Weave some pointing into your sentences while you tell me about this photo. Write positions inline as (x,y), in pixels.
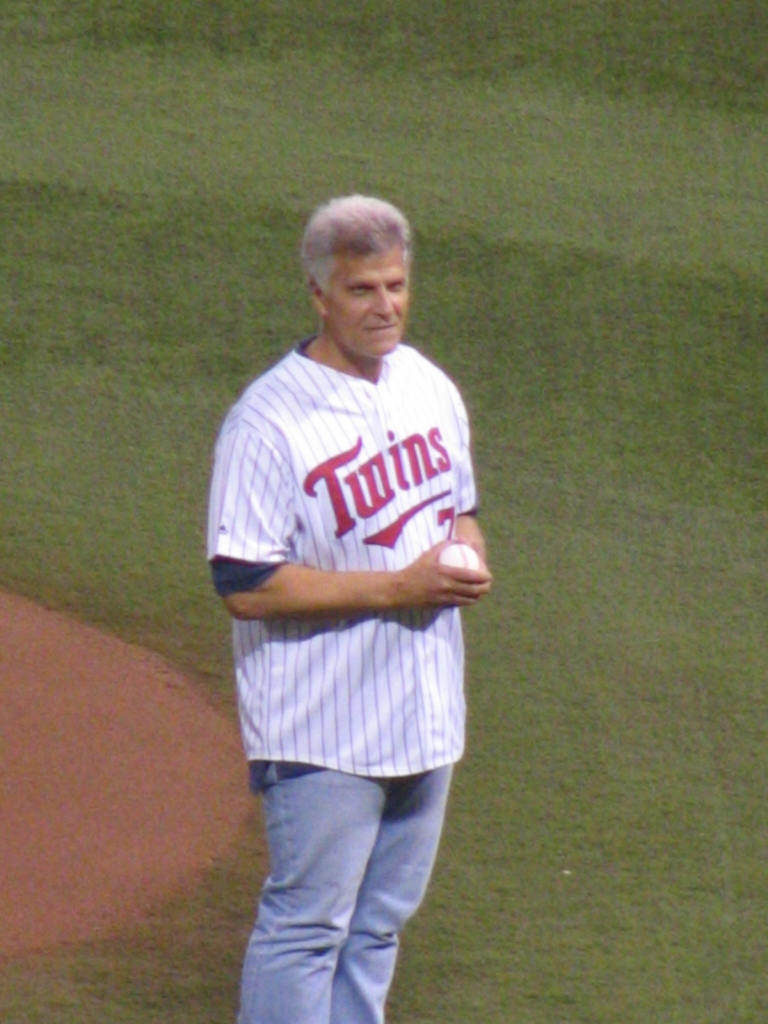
In this image I can see a person (366,575) wearing white colored shirt (349,521) and blue jeans (312,950) is standing and holding a white colored object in his hand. In the background (487,292) I can see the grass (529,292) and the ground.
